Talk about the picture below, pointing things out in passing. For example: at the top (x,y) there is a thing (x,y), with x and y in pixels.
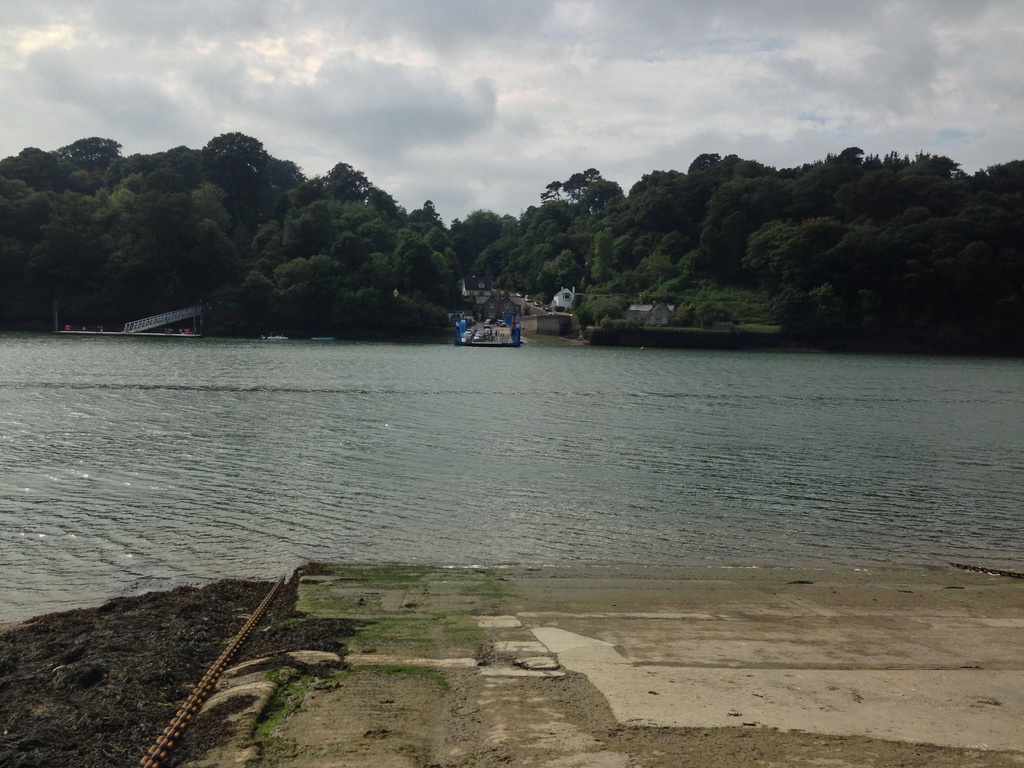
In this picture we can see water (260,480) at the bottom (119,590), there are some boats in the water (306,362), in the background (711,221) we can see trees (513,246), there is the sky (564,51) and clouds (552,30) at the top of the picture (566,37), at the left bottom (124,674) we can see soil (129,694).
